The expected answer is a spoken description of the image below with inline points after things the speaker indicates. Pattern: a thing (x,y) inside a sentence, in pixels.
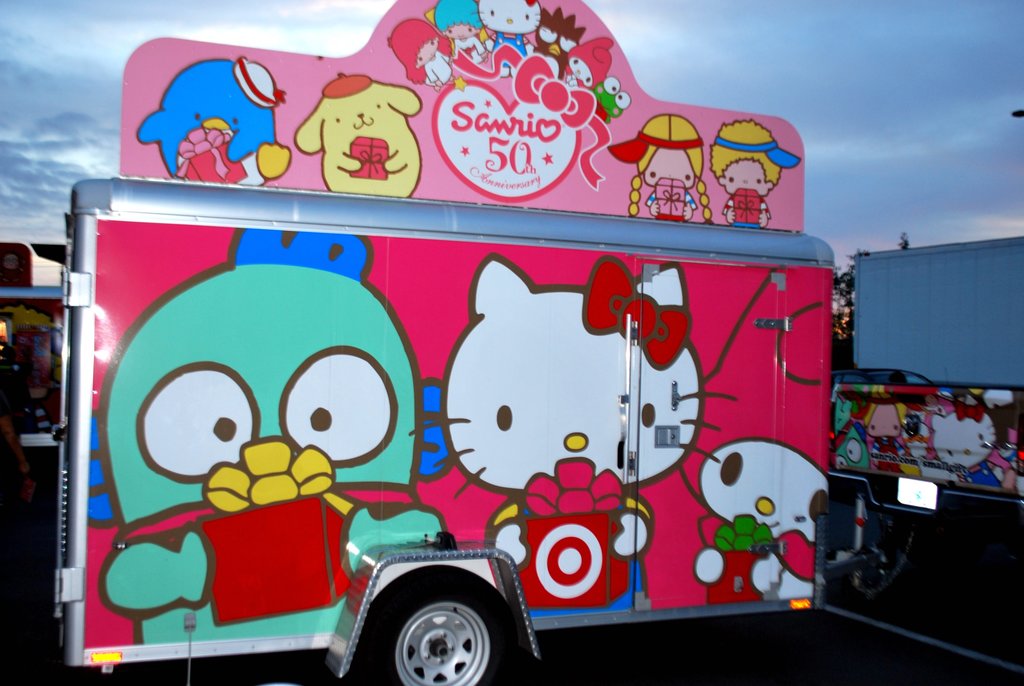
In the picture I can see a vehicle (728,206) on the road (777,632) and I can see the painting (340,358) of dolls (366,472) on the vehicle (619,315). I can see a container (964,368) and a tree (853,277) on the right side (992,329). I can see a car (875,373) on the right side (932,406). There are clouds (43,33) in the sky (23,60).
